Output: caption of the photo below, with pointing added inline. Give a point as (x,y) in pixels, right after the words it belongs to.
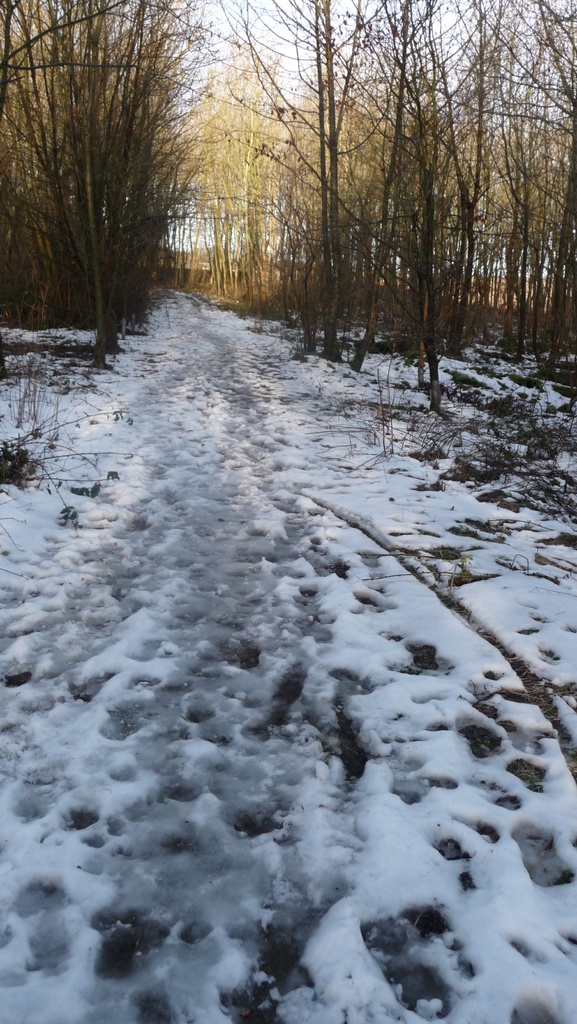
In this image there are trees (83,113). At the bottom of the image (240,803) there is snow (287,422) on the surface (251,488). At the top of the image (349,22) there is sky (351,12).
